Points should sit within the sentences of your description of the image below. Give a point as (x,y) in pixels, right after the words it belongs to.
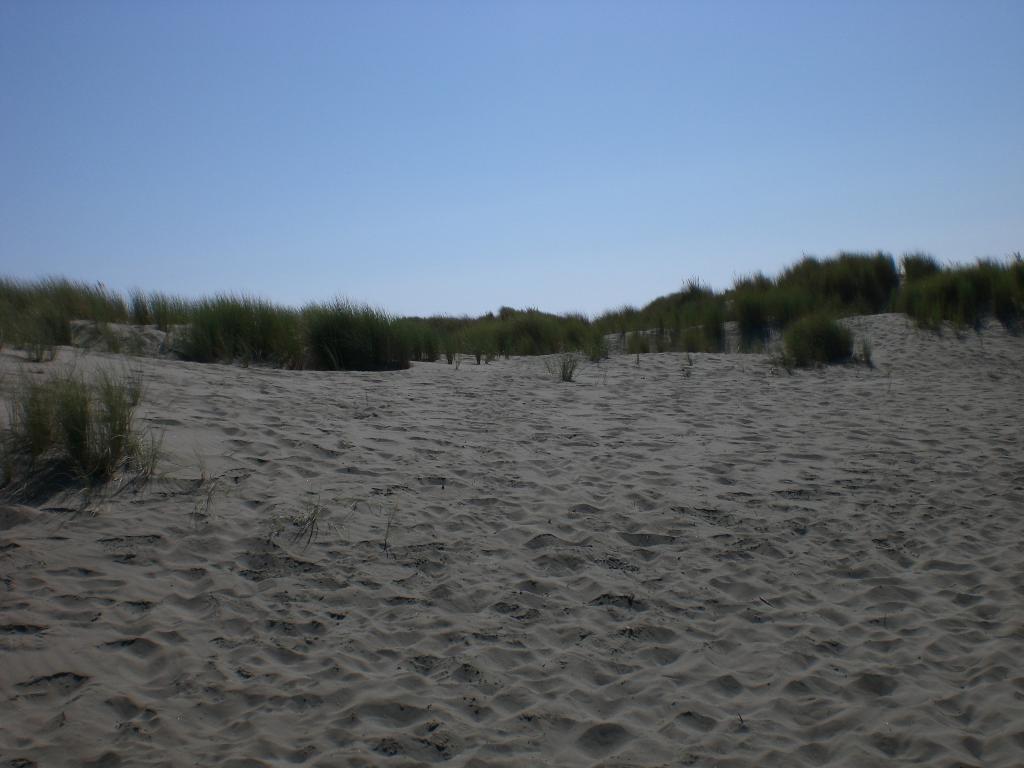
In this image there is sand (531,534). There is grass (3,343). In the background (497,332) there are the dunes (737,311). The sky (434,179) is there.
